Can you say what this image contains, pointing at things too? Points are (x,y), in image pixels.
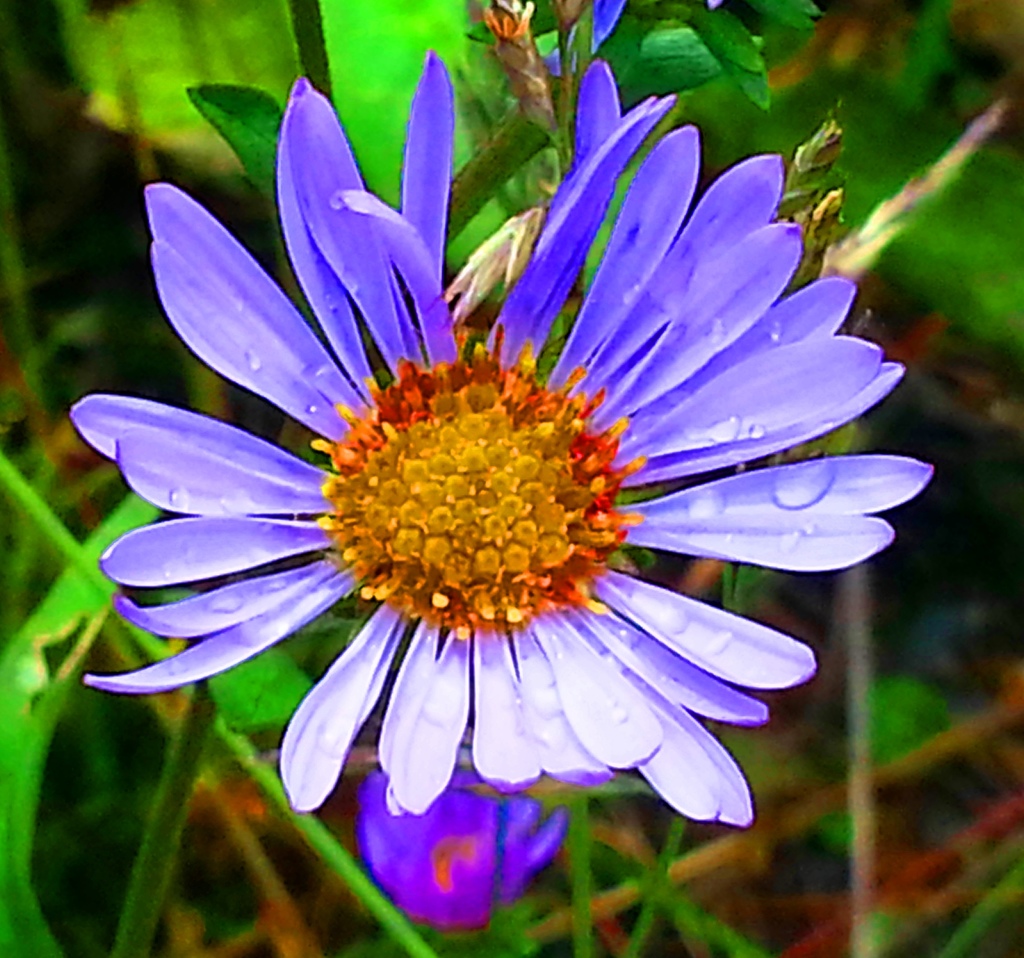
In this picture there is a flower (616,681) in the center of the image (677,482) and there is greenery (697,110) in the background area of the image (160,724).
